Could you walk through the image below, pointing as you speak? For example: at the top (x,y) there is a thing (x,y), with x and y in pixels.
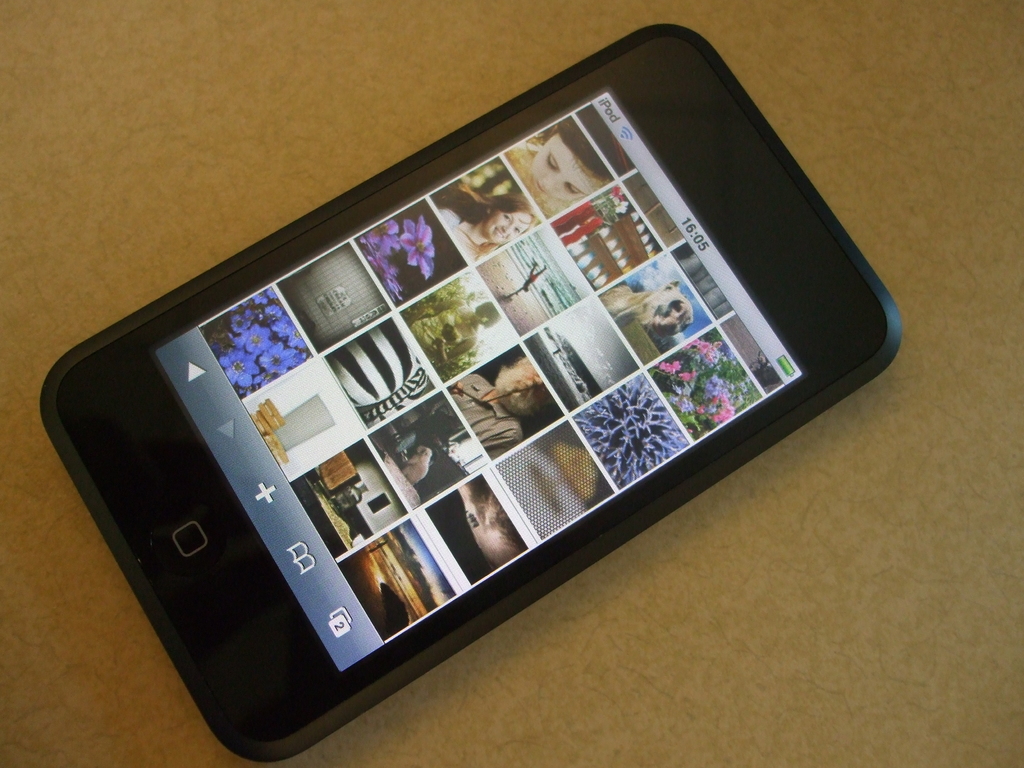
In the center of the picture (544,304) there is an iPod (227,279) on a surface (298,197). In the iPod (435,329) there are pictures (450,358) of persons (484,432), plants (637,434), trees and many other objects (410,458).
